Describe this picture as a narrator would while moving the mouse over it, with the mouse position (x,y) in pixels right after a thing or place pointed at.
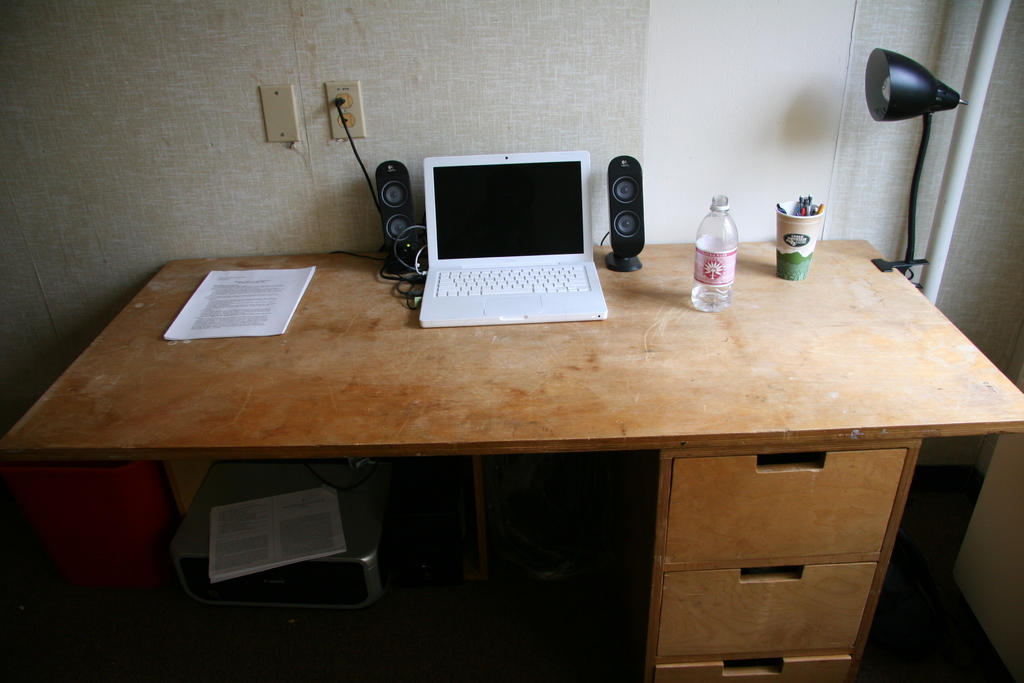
In this image there is a table (278,379), on that table (241,258) there is a paper (252,287), laptop (555,277), speakers (630,212), bottle (697,287) and a pen box (805,227), beside the table (821,268) there is a table lamp (908,117), under the table (313,446) there is a printer (363,586), in the background (3,326) there is a wall (978,183).
